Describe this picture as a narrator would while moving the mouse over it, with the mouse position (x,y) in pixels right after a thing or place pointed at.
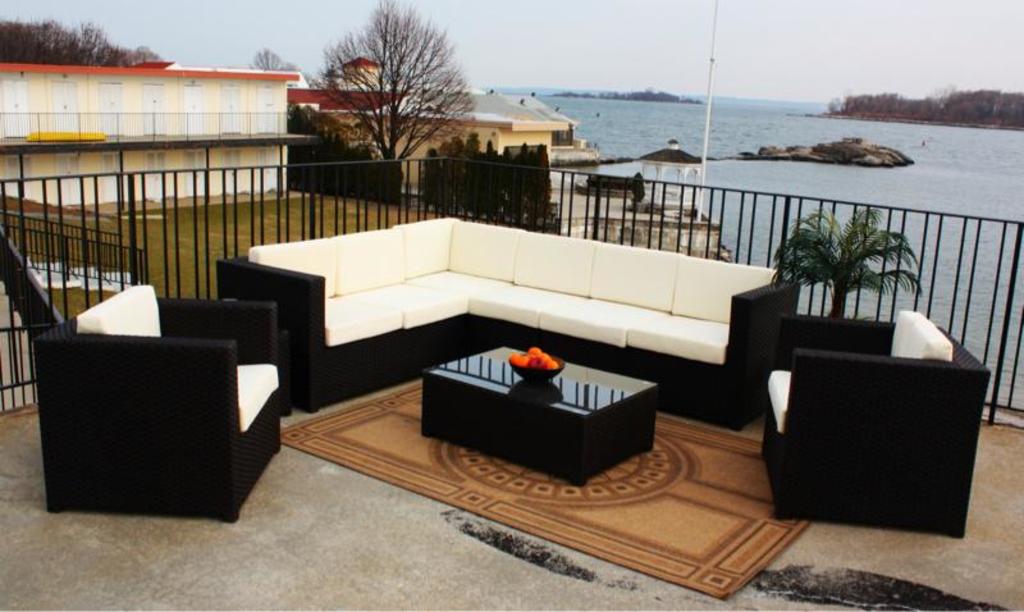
There is a black and white sofa (402,301). Near to it there are two chairs (270,401). In front of it there is a table (582,396). On the table (604,440) there is a bowl (527,370) with some fruits (529,355). There is a carpet (607,498). Behind it there is a railings (995,288). In the background (823,170) there are water (769,125), trees (436,108), buildings (352,88) and sky (548,49).
